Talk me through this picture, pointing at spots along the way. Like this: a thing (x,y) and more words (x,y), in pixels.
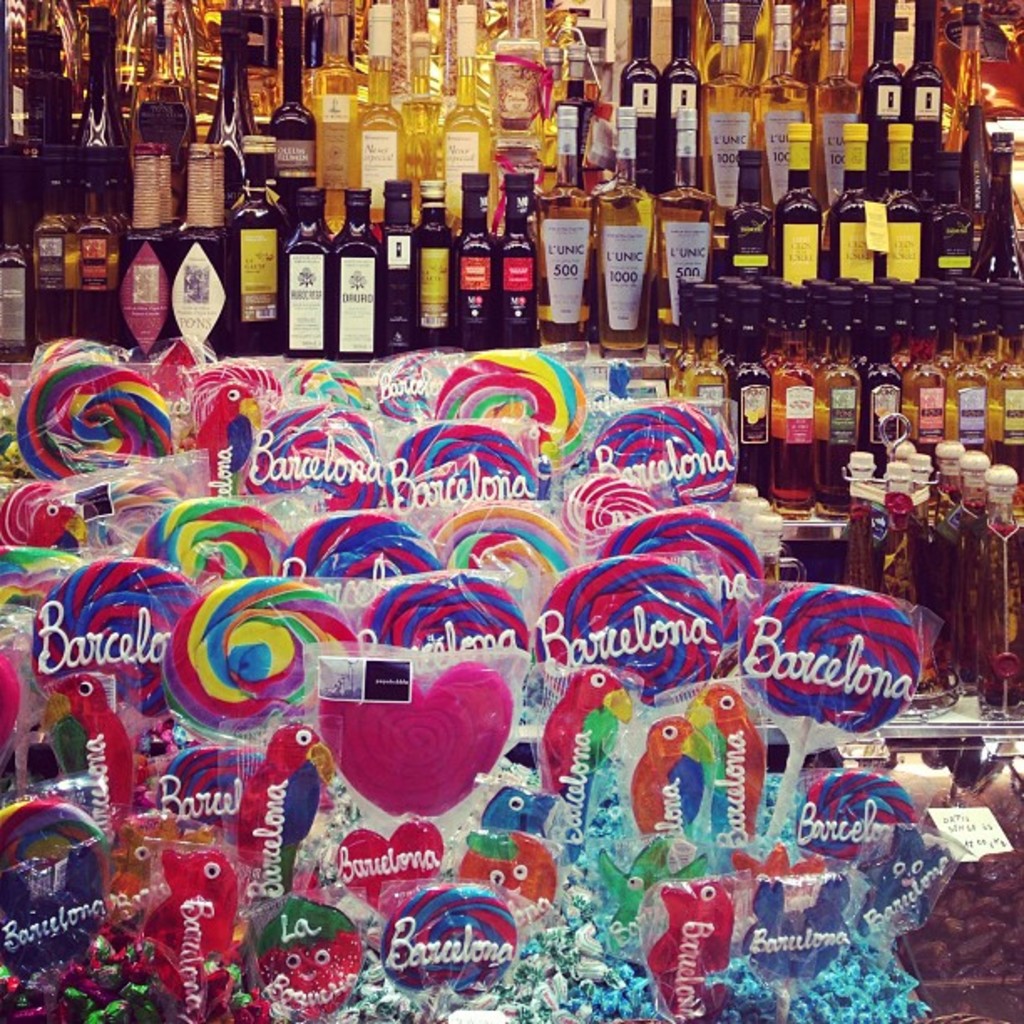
In this picture we see wine bottles (333,322) and many lollipops (707,445).
